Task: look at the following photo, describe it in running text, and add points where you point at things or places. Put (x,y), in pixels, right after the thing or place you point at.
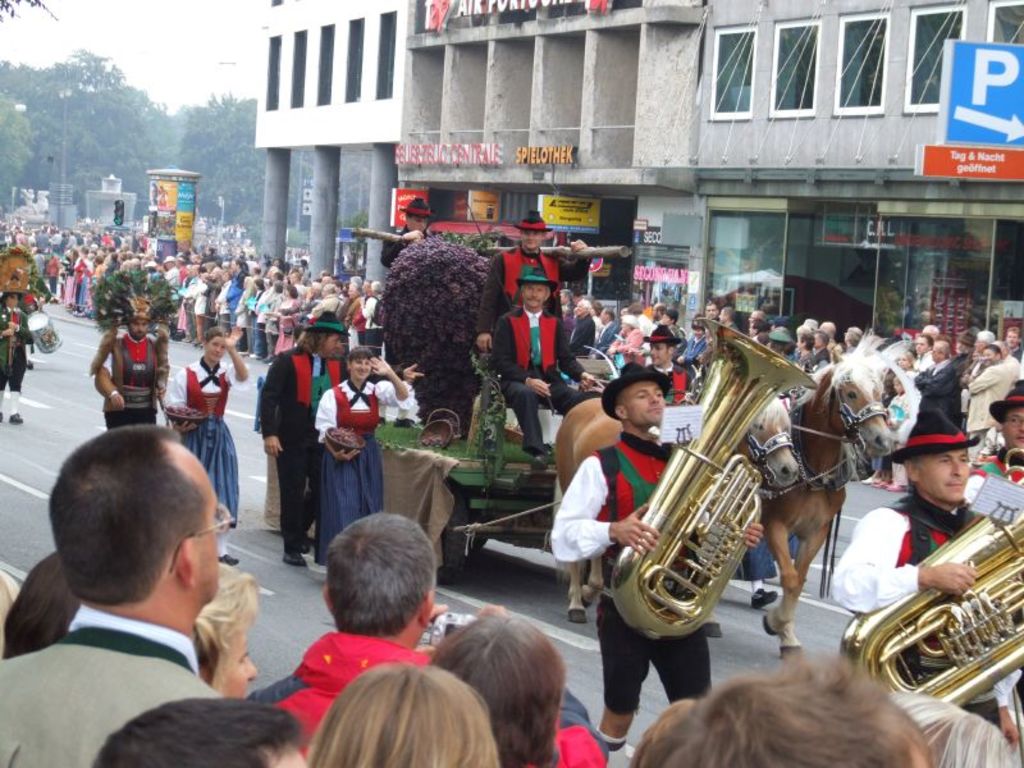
In this image we can see horses (581,562) are tied to a cart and there are two persons (680,652) holding musical instruments (976,557). Here we can see group of people (396,726), building (743,68), boards (180,208), pillars (318,248), traffic signal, trees (143,180), and sky (203,88).
